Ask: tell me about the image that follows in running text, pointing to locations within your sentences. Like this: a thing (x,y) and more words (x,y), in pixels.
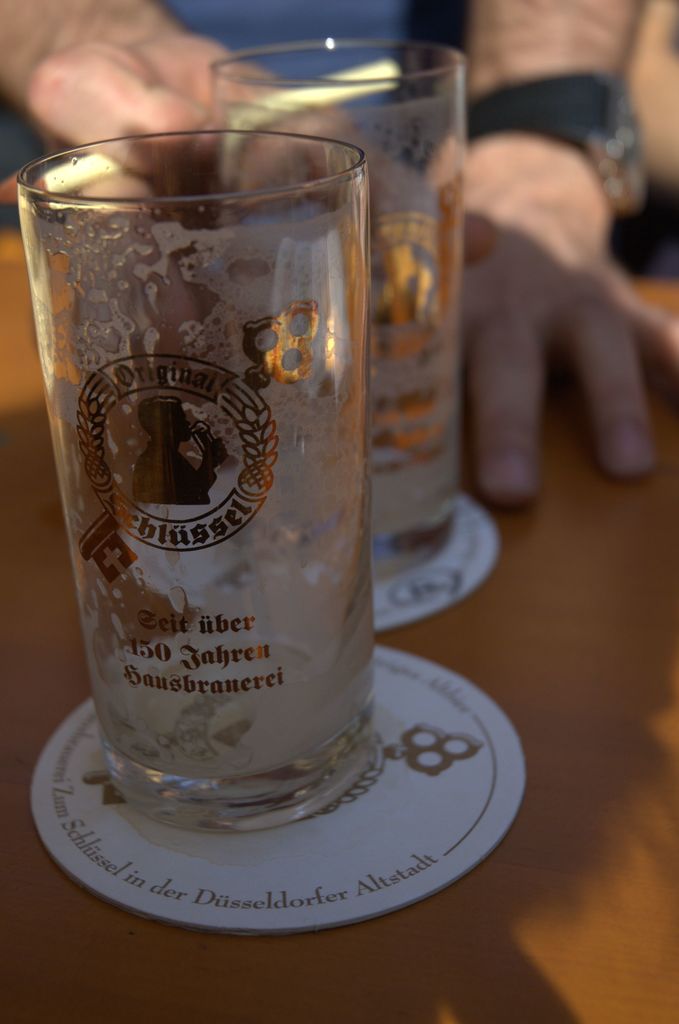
In the picture we can see a table (582,615) on it we can see two glasses (292,667) and behind it we can see a person hands (507,160) and a wrist watch (598,110) to one hand (526,187).
